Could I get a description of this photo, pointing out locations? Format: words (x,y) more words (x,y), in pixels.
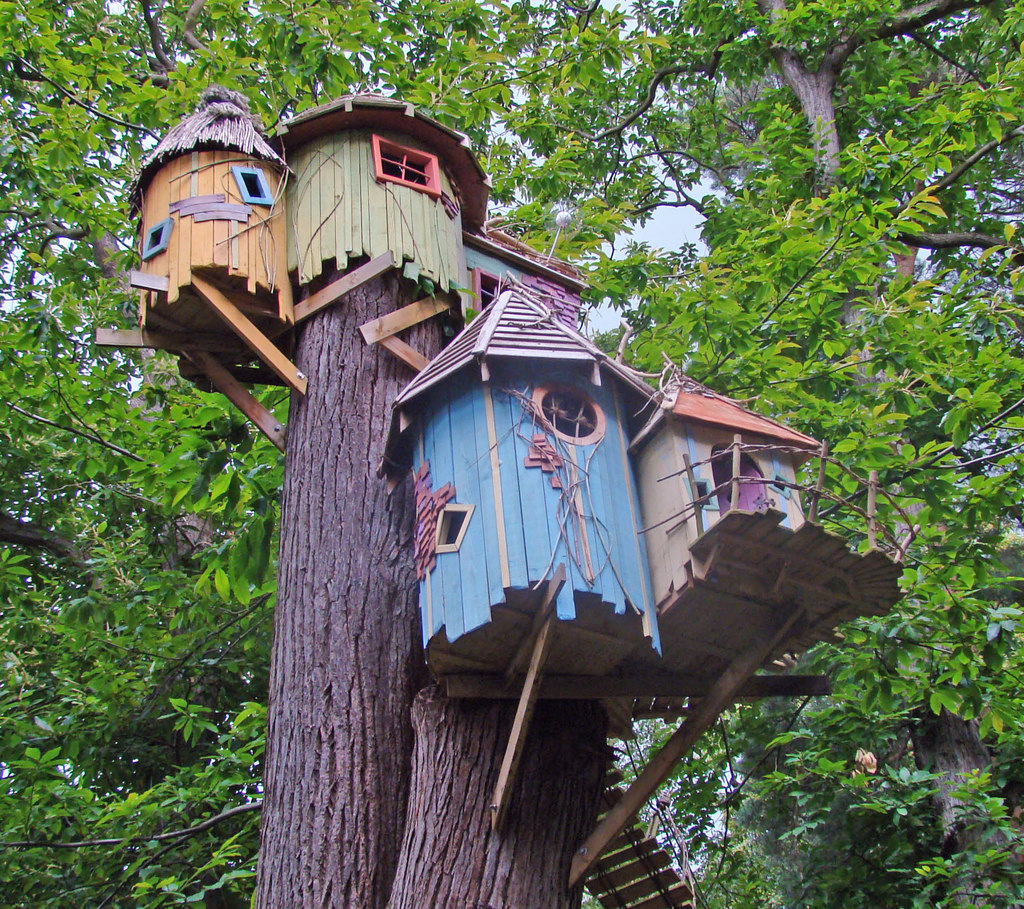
In this image I can see tree trunks (401,766) and on it I can see few bird houses (429,201). In the background (148,582) I can see number of trees (879,723) and colour of these bird houses (486,431) are green, orange and blue.
